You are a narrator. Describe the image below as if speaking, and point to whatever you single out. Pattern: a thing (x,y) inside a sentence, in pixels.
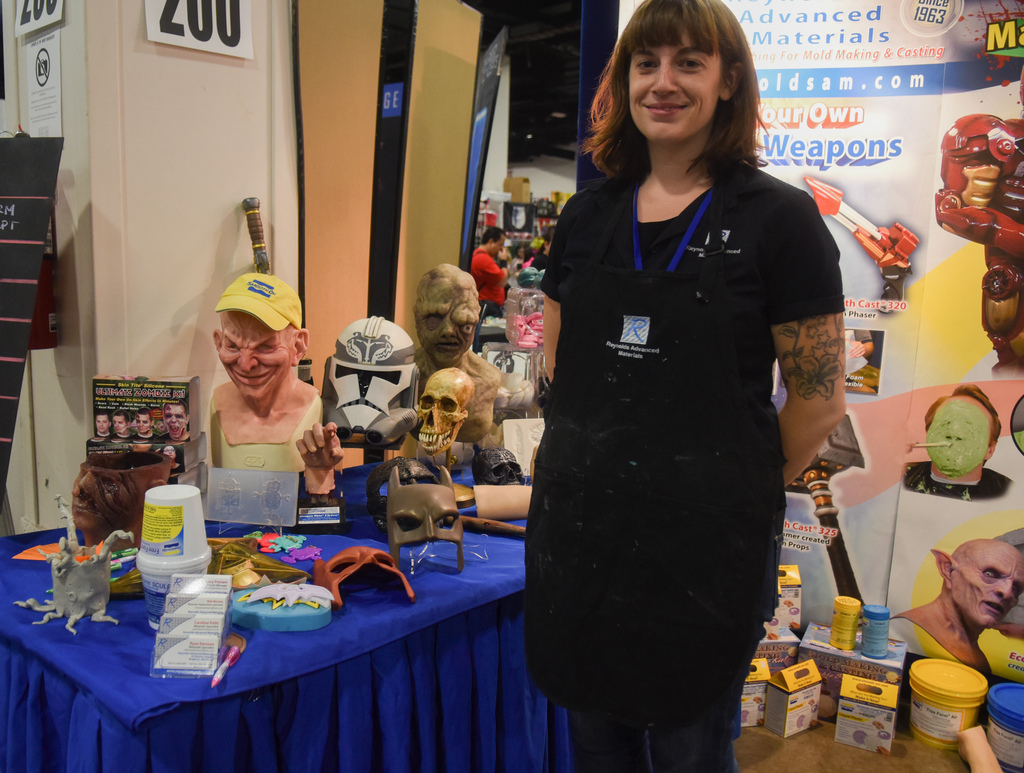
In the middle of the image (582,337) a woman (744,297) is standing and smiling. Behind her there is a table (395,601), on the table (2,568) there are some masks (390,506) and there are some products (420,420) and there is a banner (935,47).
